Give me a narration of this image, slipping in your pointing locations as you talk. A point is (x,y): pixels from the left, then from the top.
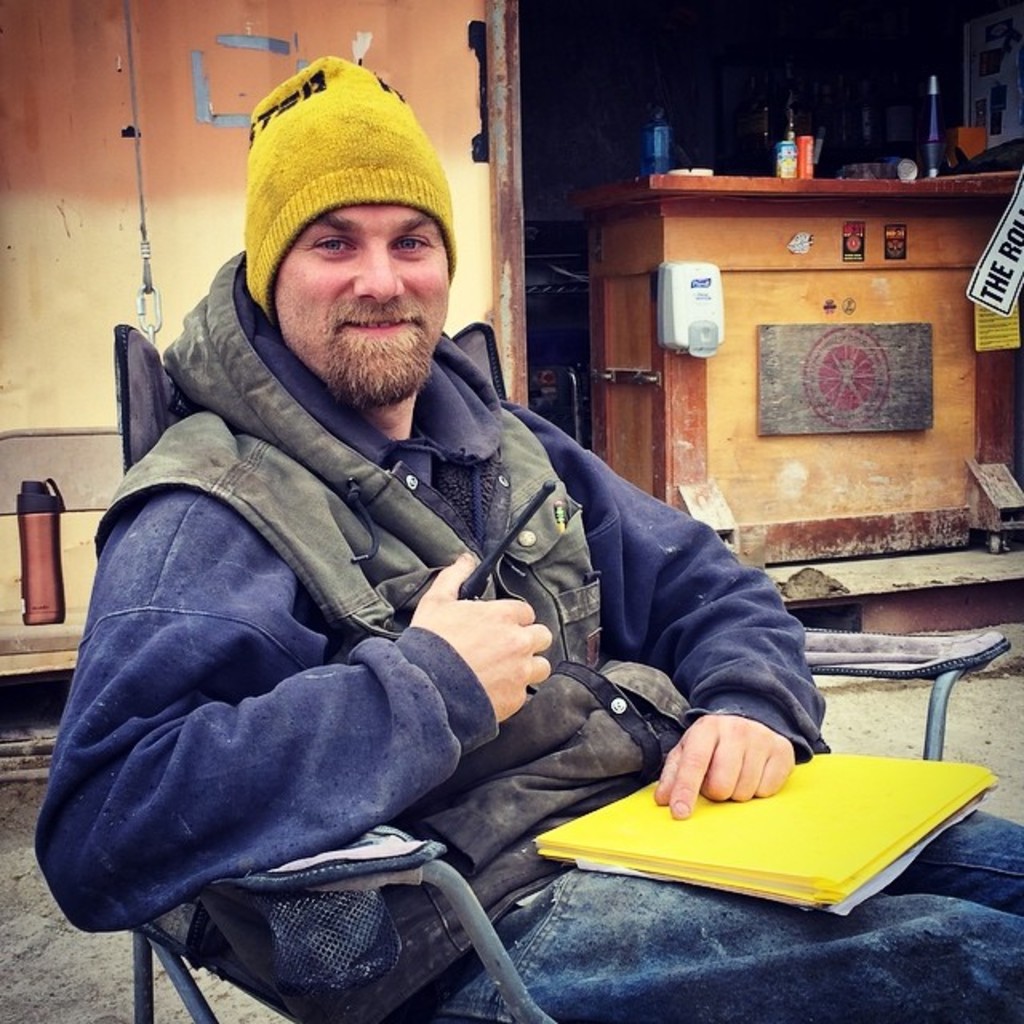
In the picture I can see a person (385,726) wearing jacket (457,699) and a cap (415,158) is sitting on the chair (356,976) and there are yellow color files (810,832) on him. In the background (41,489), I can see bottle (45,562), wooden table (729,389) on which few things (909,168) are kept.
